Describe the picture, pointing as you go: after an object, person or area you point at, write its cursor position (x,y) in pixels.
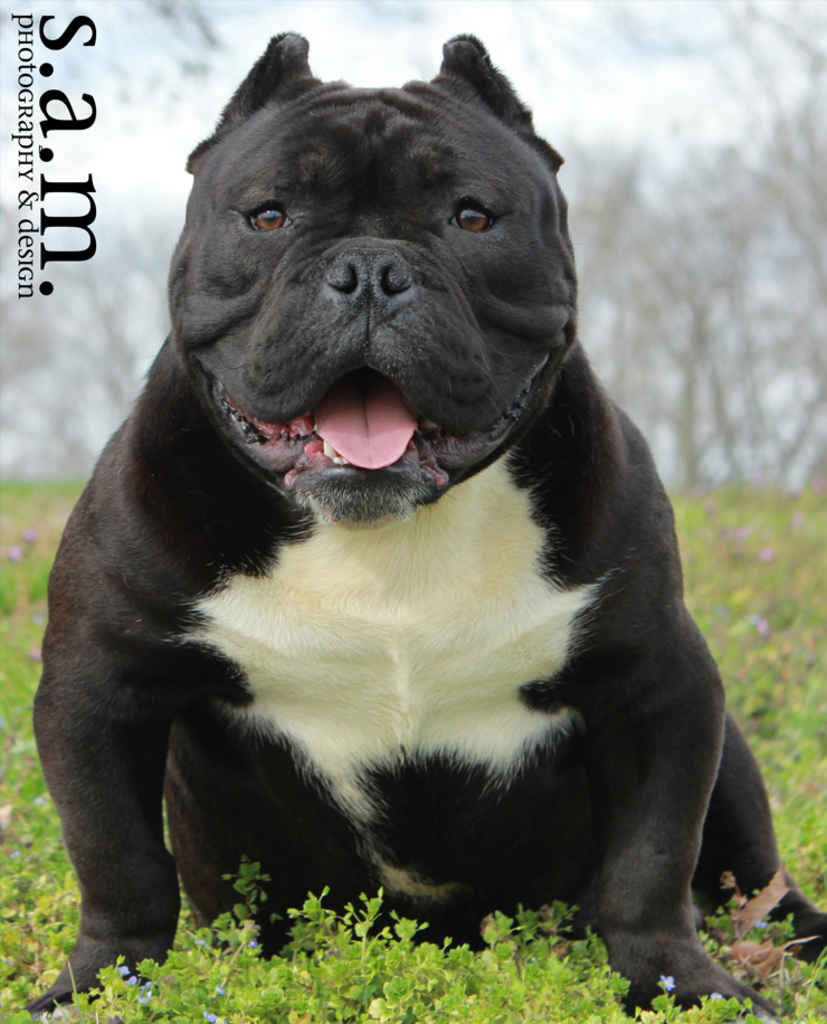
In this image I can see grass ground (767,552) and on it I can see a black and white colour dog (496,603) in the front (337,779). In the background (800,222) I can see number of trees (605,284) and I can see this image is little bit blurry in the background (126,126). I can also see a watermark (48,17) on the top left side of this image (50,293).
